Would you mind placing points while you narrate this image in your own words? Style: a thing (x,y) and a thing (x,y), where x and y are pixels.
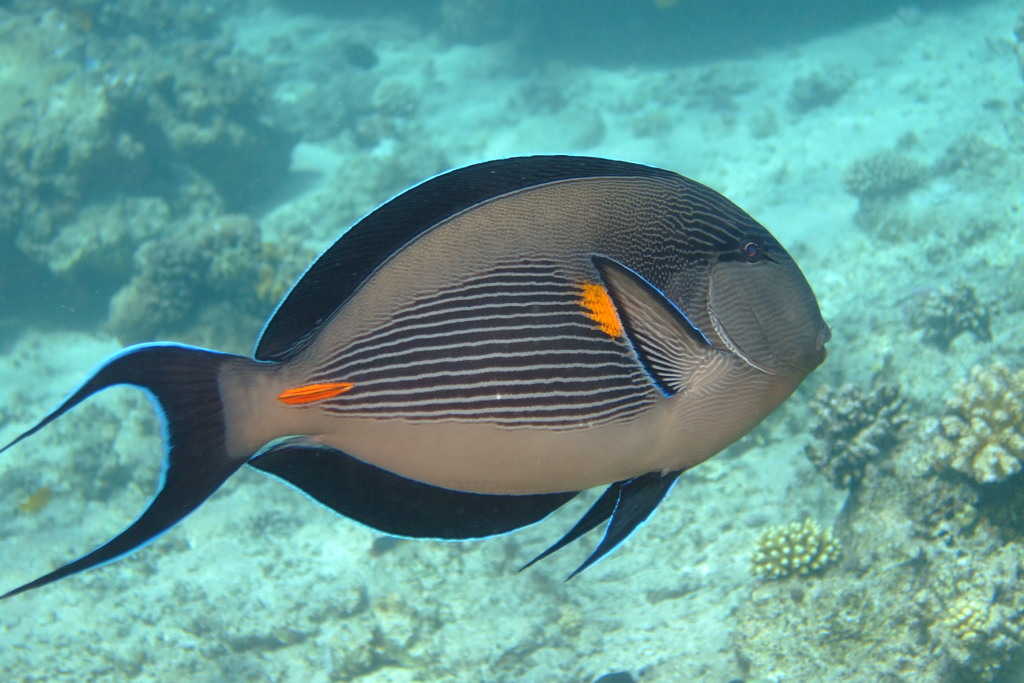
In the center of the image (532,365) we can see a fish (527,379) in the water (254,206). In the background (232,295) there is algae (366,173).
